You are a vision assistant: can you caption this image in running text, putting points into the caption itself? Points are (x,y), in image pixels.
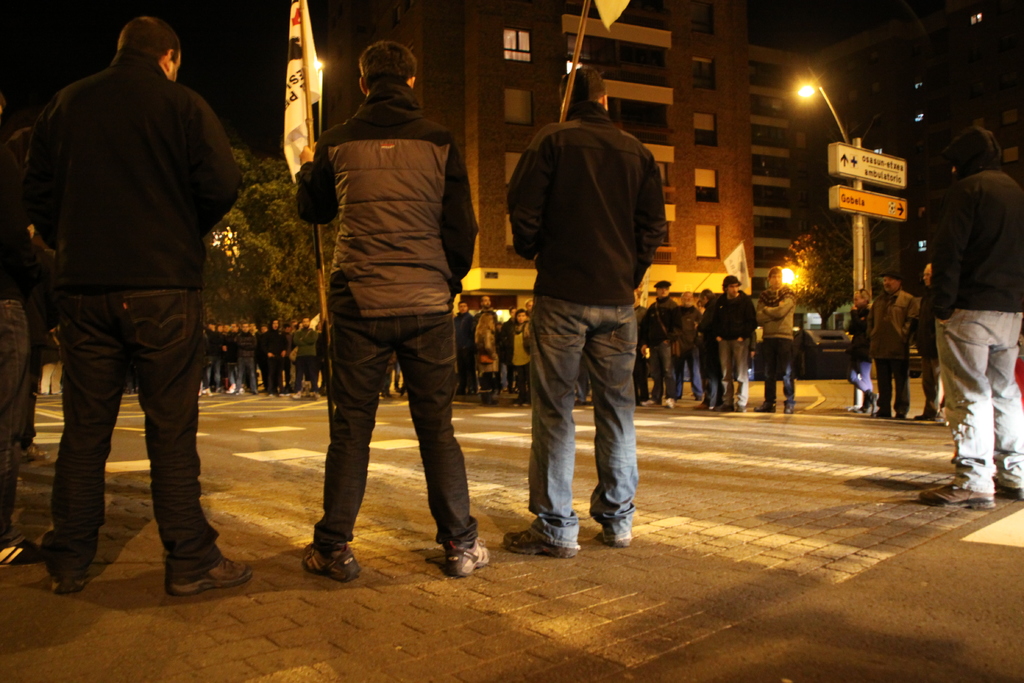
In the image there are many men (331,307) standing and holding the flag poles (577,46) in their hands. Behind them there are buildings (532,136) with walls (657,101) and windows (656,109). And also there are trees (831,264), pole (859,223) with sign boards (845,176) and lights (834,107).
